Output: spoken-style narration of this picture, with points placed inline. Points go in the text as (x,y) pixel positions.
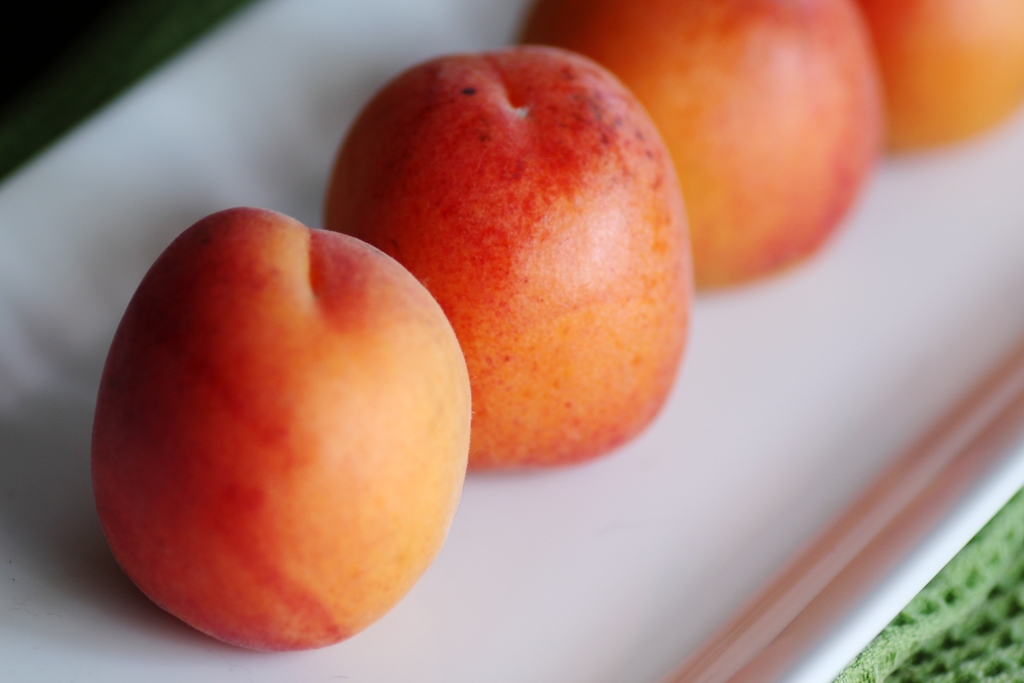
In this image I can see a white colour thing (351,666) and on it I can see four red colour fruits (469,228). On the bottom right corner of the image (974,552), I can see a green colour cloth (967,585) and I can also see this image is little bit blurry.
